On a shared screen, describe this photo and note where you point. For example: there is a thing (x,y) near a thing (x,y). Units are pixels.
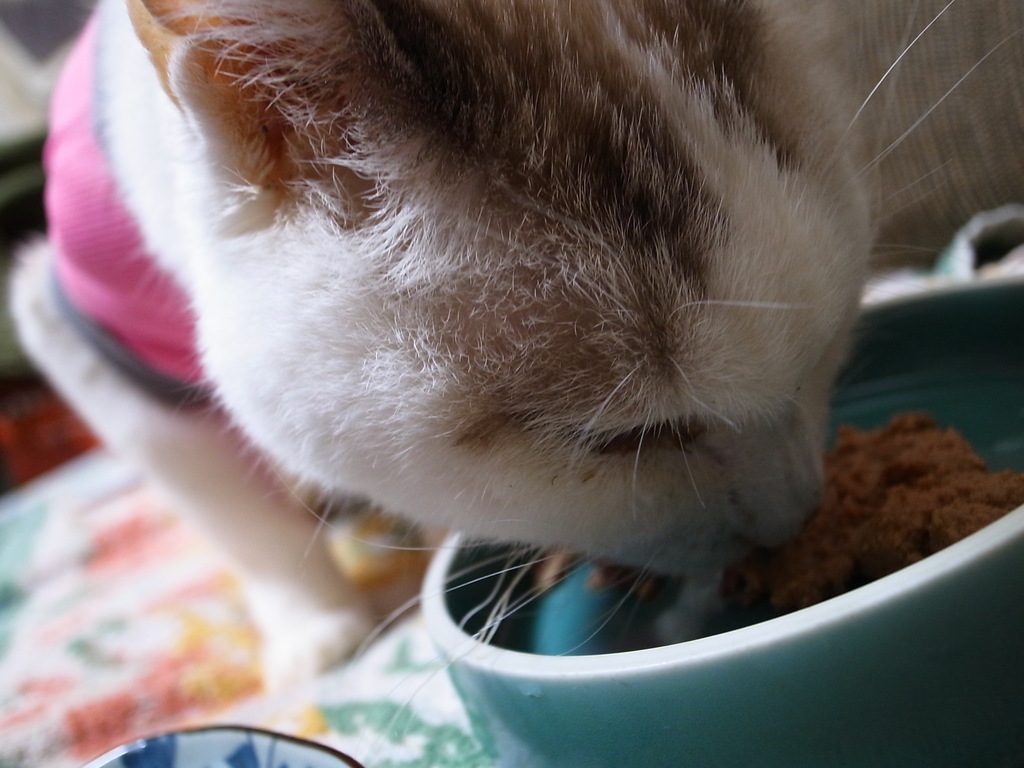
This image is taken indoors. At the bottom of the image (446,721) there is a table (420,716) with a tablecloth (94,573), a cup (298,762) and a bowl (505,610) with food (892,516) on it. In the middle of the image (355,393) there is a cat (347,429) on the table (415,728) and the cat (693,453) is eating food (862,543) from the bowl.
